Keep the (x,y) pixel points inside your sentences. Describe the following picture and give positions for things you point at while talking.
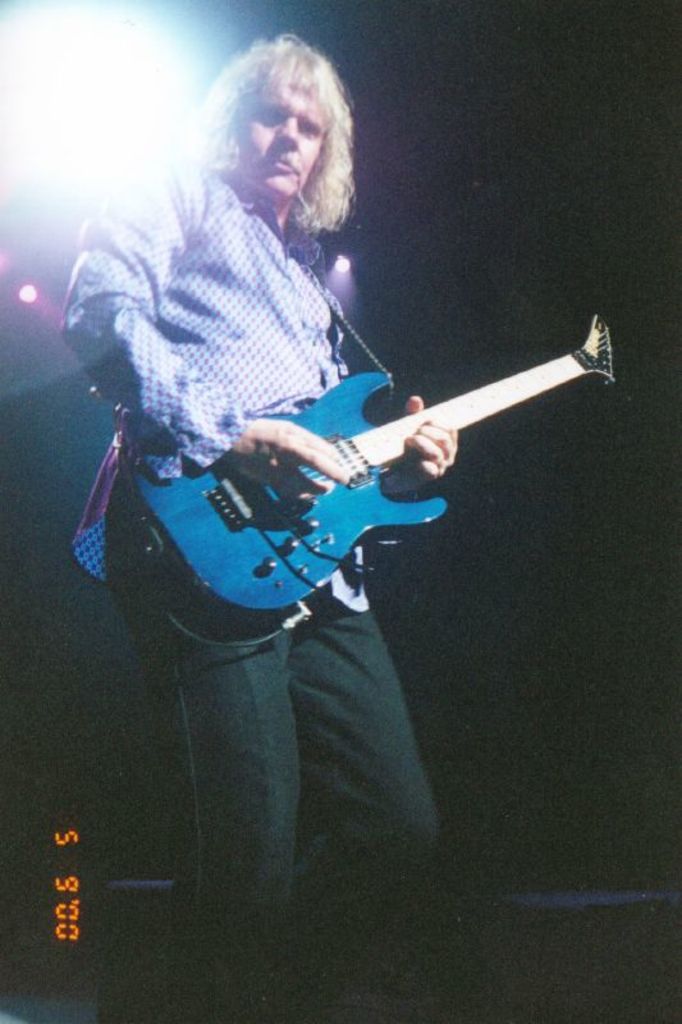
Here a man (383,693) is standing and playing guitar (348,499), on the left (66,892) at the bottom (70,898) there is a number (68,888) displayed.
